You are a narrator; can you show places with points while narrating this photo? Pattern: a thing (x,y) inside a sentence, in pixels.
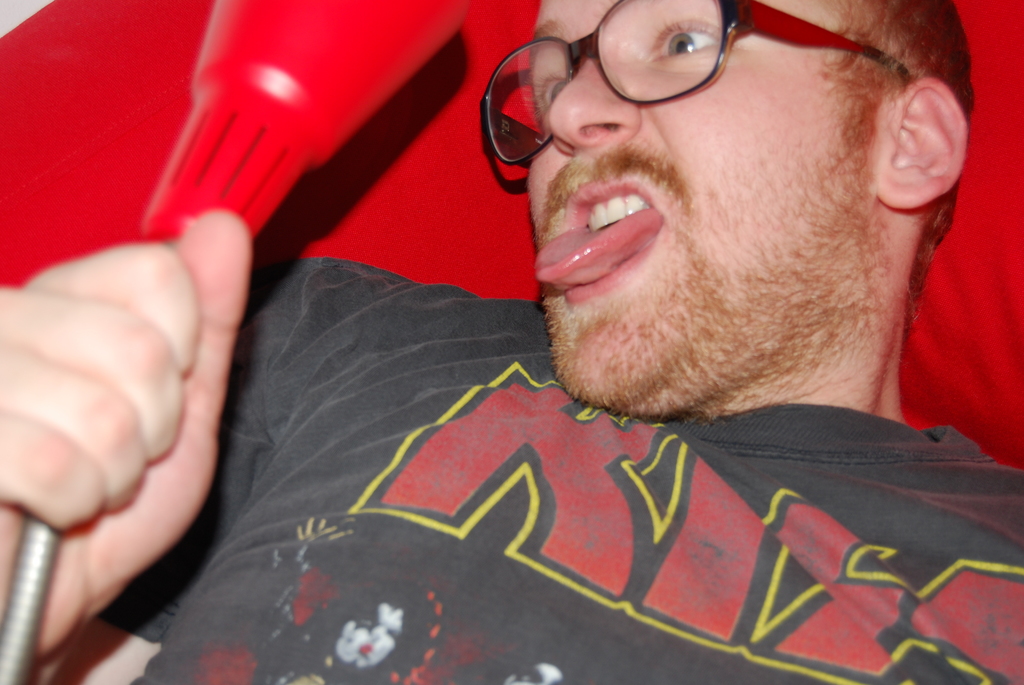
In this image we can see a man (575,257) holding an object (202,122) in his hand (10,488).
